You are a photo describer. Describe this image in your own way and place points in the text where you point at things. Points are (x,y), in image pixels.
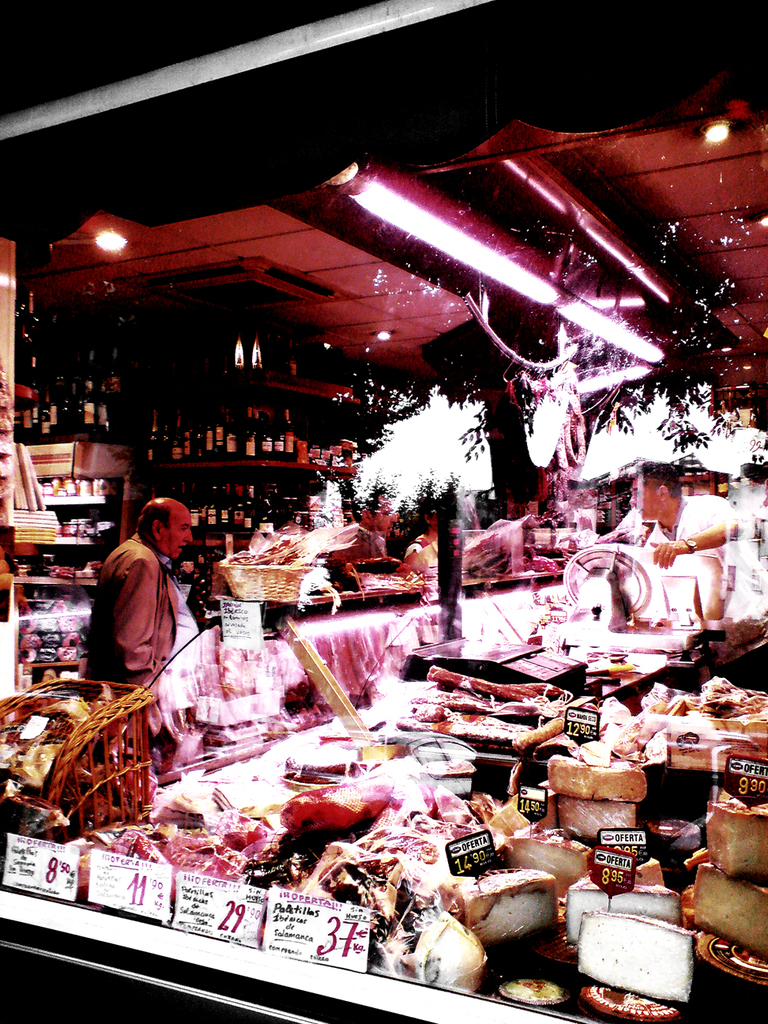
This picture might be taken in a store (334,961) in this picture, on the right side (566,782) there are some food items (637,881) and tables (459,736) and one person (654,555) is standing. And on the left side (145,548) there is another person (139,616) who is standing and also there are some tables (293,614), on the tables (546,570) there are some baskets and some other items (534,529). In the background (67,532) there are some cupboards (114,423), in that cupboards (140,419) there are some bottles (234,448). On the top (388,238) there is ceiling (590,185) and some lights (496,281).
